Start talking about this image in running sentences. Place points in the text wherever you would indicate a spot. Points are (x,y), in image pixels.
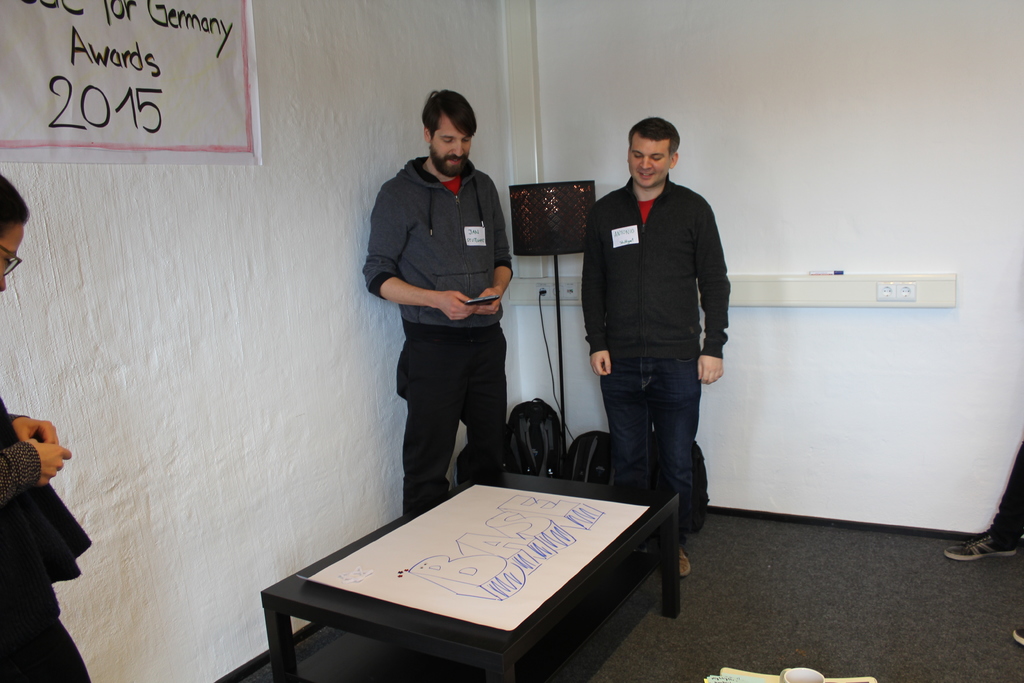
In this image I can see few people (433,93) where two of them are men (611,438) and one is a woman (63,538). On this wall (278,124) I can see a paper (0,148) where Germany Awards 2015 is written on it. In the background (533,404) I can see two bags (602,459) and a lamp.
